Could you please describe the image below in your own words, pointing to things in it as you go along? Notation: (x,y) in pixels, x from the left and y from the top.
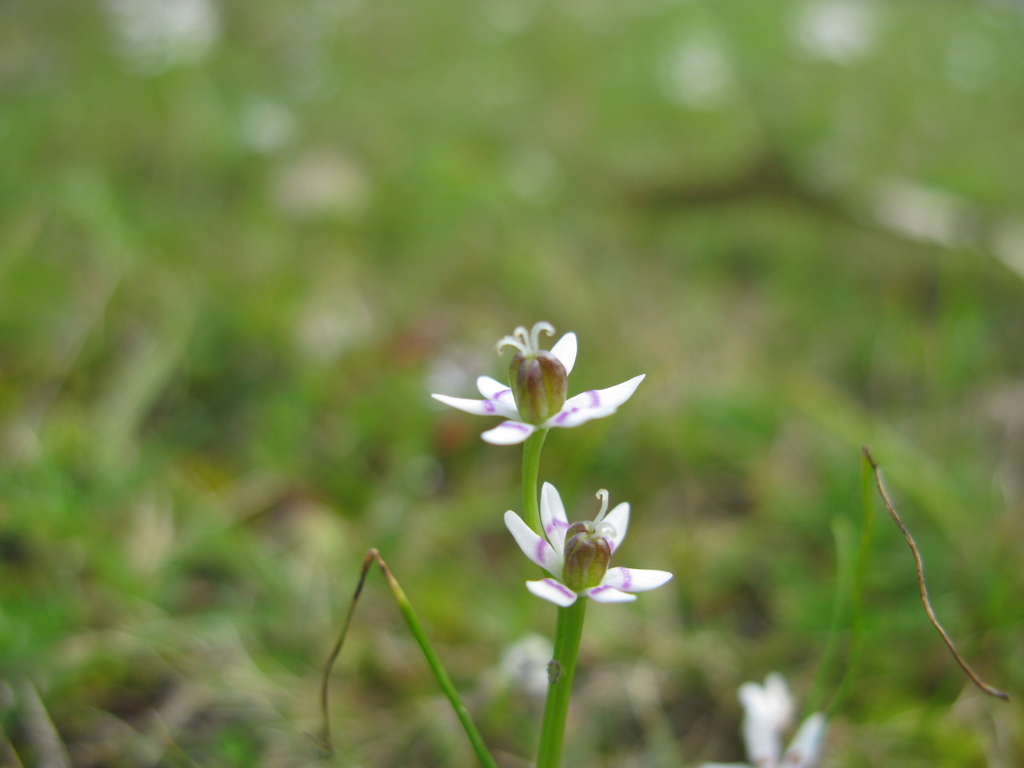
In the foreground of the picture (517,360) there are flowers (562,569) and stems (438,666). The background (689,665) is blurred. In the background (460,196) there is greenery (581,160).
